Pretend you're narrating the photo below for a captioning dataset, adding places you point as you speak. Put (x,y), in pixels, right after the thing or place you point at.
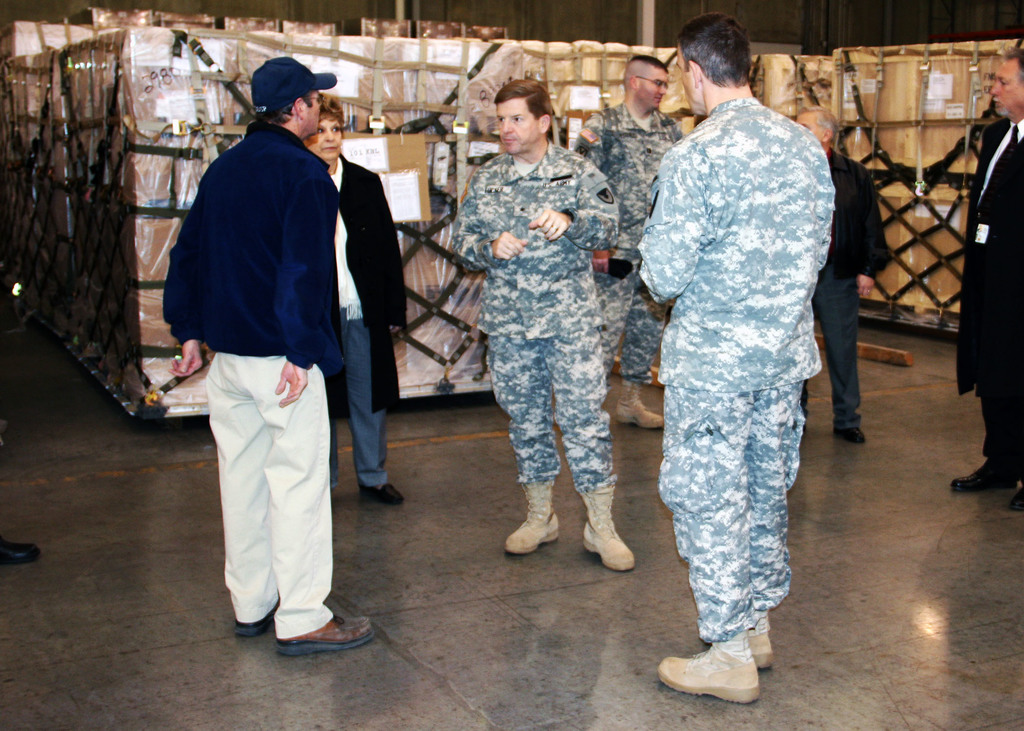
In this image we can see a group of people (739,469) standing on the floor (569,587). Some persons (785,505) are wearing military uniforms (705,306). In the center of the image (446,298) we can see group of boxes (377,146) with ropes (92,167) and boards (406,150) is placed on the ground (817,474). In the background (651,41), we can see a group of poles (651,27) and wall (873,26).
